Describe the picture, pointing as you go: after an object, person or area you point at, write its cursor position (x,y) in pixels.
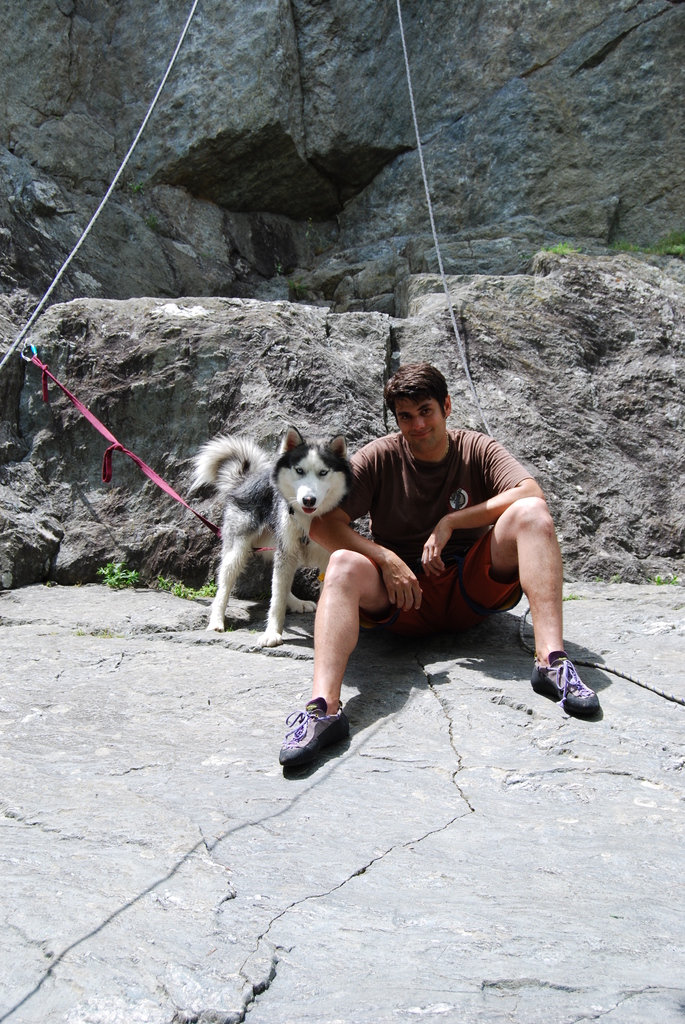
in this image there is a person (491,614) who is wearing shoes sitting on the rock (526,704) and the left side of the image (205,454) there is a dog (247,515) which has leash (157,479) connected to the rock (87,386).
